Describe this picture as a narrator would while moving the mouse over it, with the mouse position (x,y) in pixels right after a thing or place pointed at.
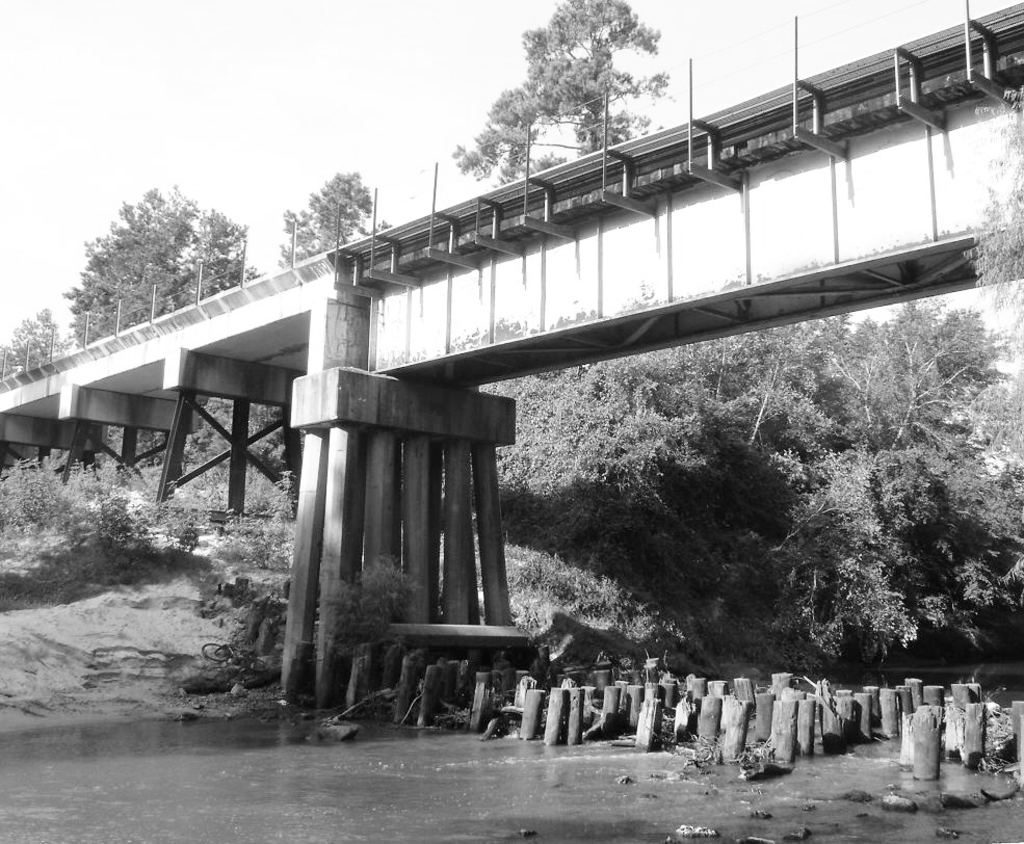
This is a black and white picture. Here we can see a bridge (445,532), water (305,779), small poles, ground (129,682), plants (36,593), and trees (684,483). In the background (231,23) there is sky (283,53).
